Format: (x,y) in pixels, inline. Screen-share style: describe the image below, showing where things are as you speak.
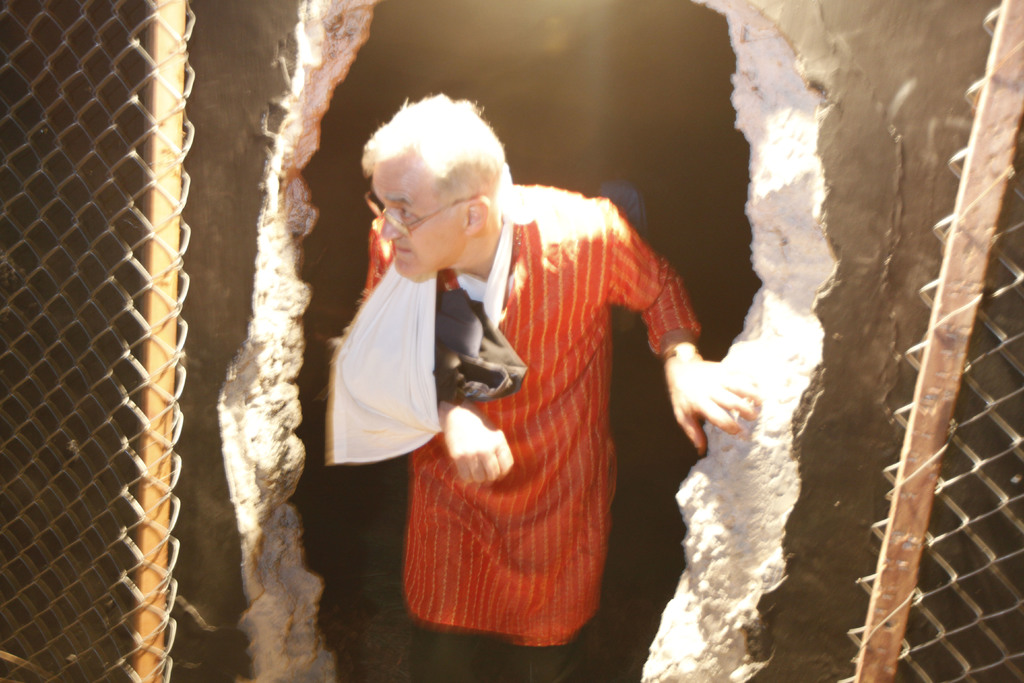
In this image at the center (579,443) there is a person (556,412) standing on the floor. On both right and left side of the image (122,258) closed mesh fencing (118,252) was done.
